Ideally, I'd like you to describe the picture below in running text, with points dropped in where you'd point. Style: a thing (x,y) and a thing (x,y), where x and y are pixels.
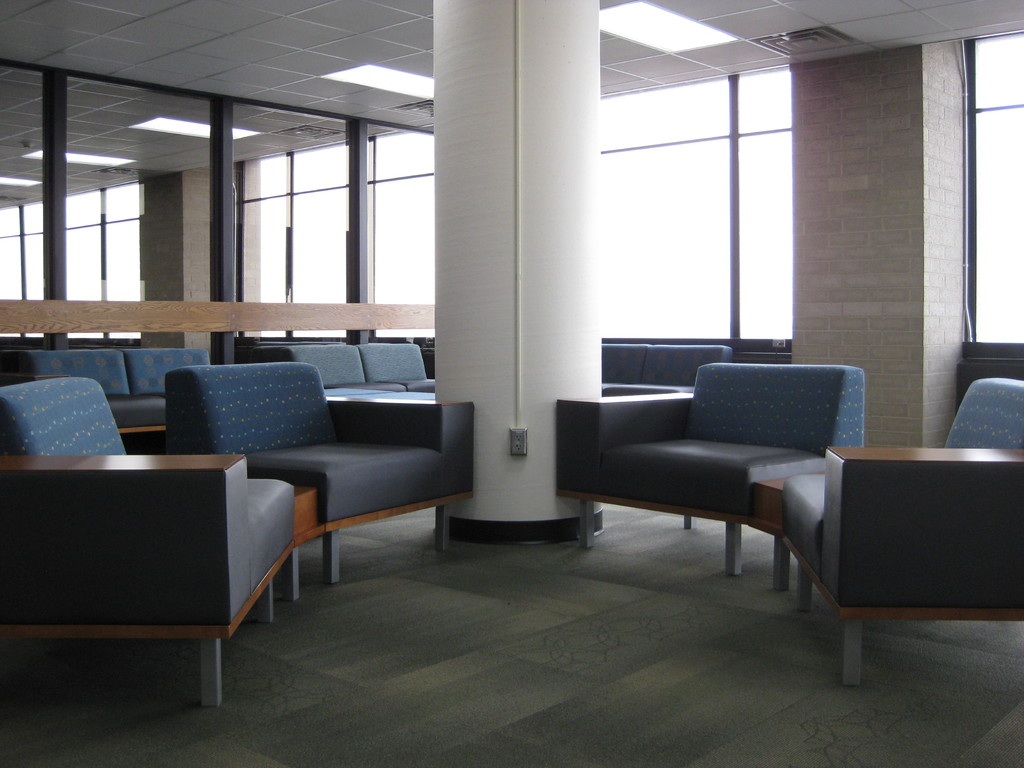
This is a picture consist of a building (470,501) and there are some sofa sets (904,533) kept on the floor (389,603) and there is a wall (856,157) visible on the right side (864,131) and there is a window (725,195) visible on the middle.
